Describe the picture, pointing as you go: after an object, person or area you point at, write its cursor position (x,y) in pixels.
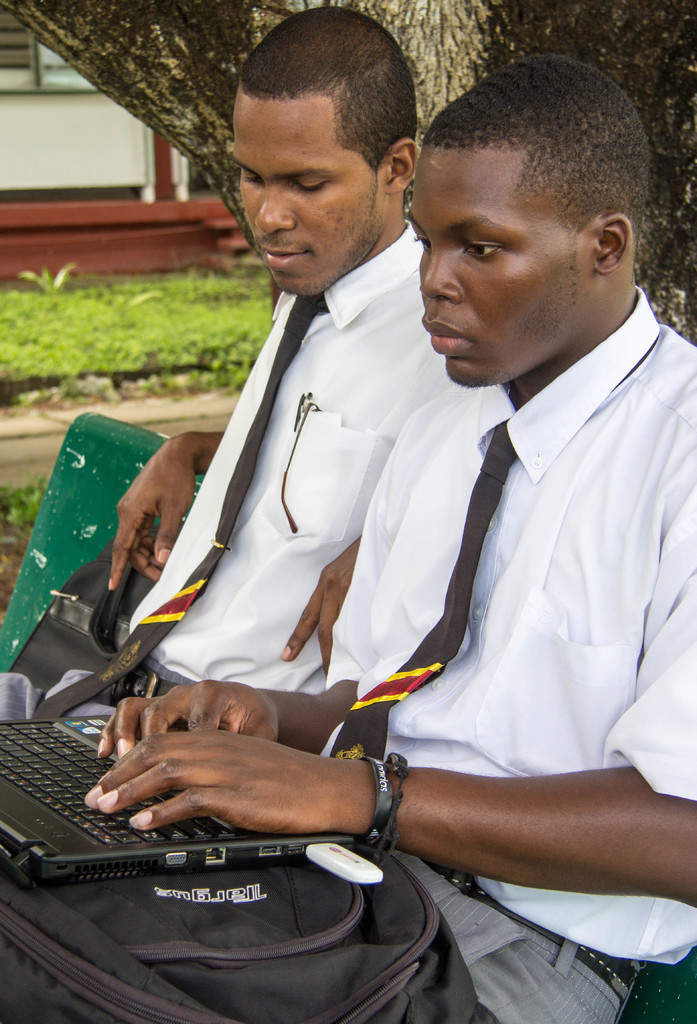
In this image I can see 2 people (452,819) sitting, wearing white shirts (386,609) and black ties (352,747). The person (150,796) at the front (489,633) is operating a laptop (48,796) and there are bags (150,1012). There is a tree trunk (561,3), grass (171,332) and a building (26,135) at the back (482,57).
